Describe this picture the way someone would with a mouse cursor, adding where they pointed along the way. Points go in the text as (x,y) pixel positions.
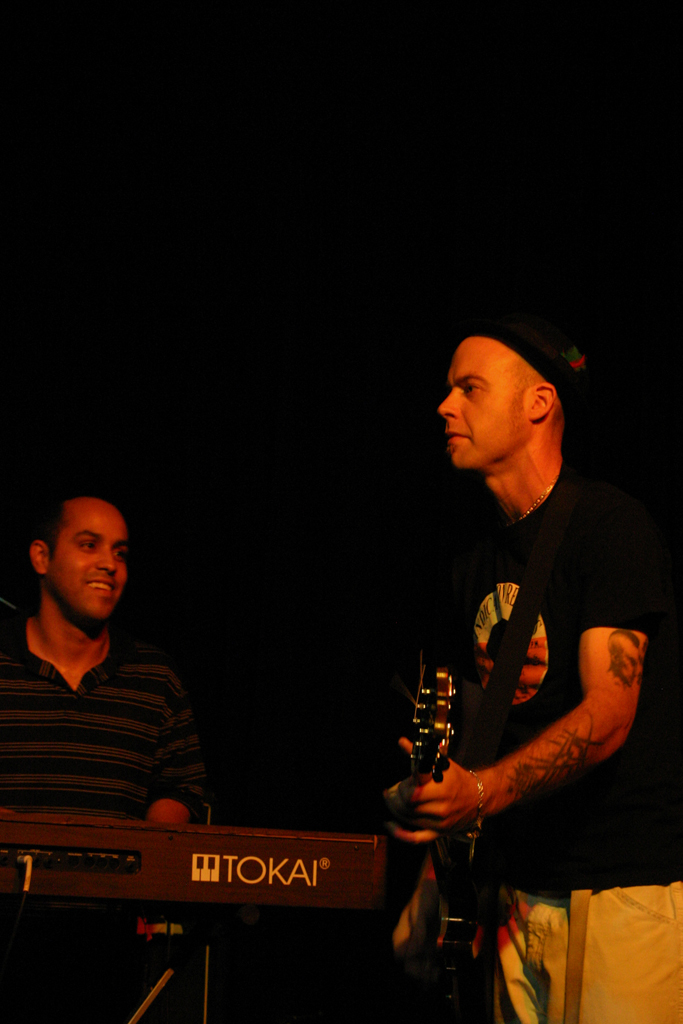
In this image there is a man (509,622) in the right side (564,711) who is wearing a black t shirt (634,575) is playing guitar (437,714). Beside him another man (140,753) is playing keyboard (97,836). He is smiling.
